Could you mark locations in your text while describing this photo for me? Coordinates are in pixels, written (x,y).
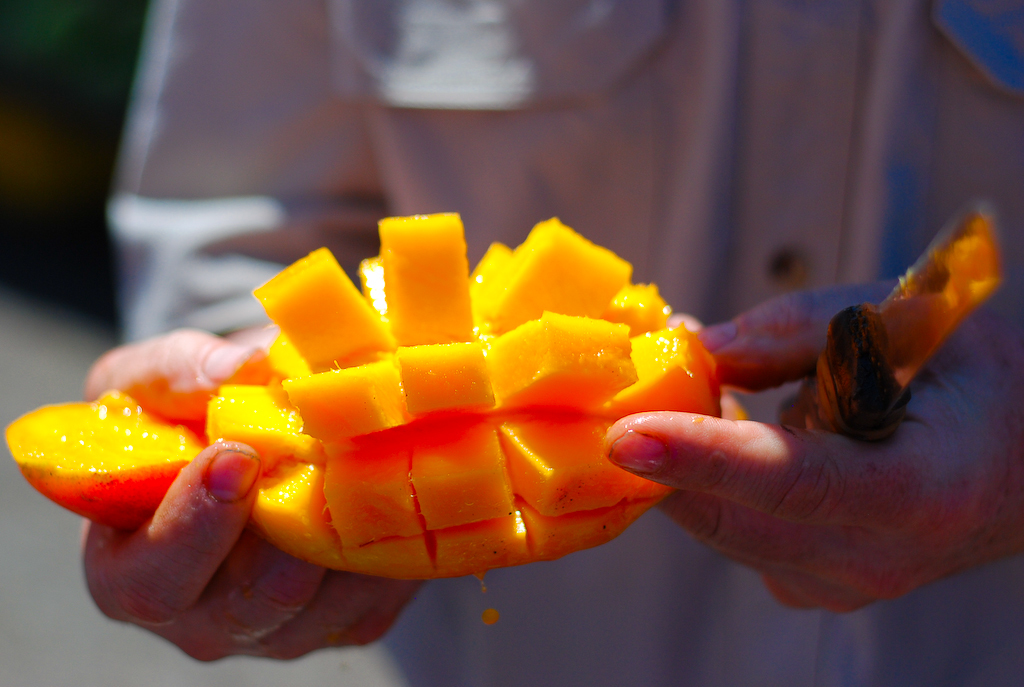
In this picture there is a person (847,61) standing and holding the knife (907,357) and sliced mangoes (229,424).
